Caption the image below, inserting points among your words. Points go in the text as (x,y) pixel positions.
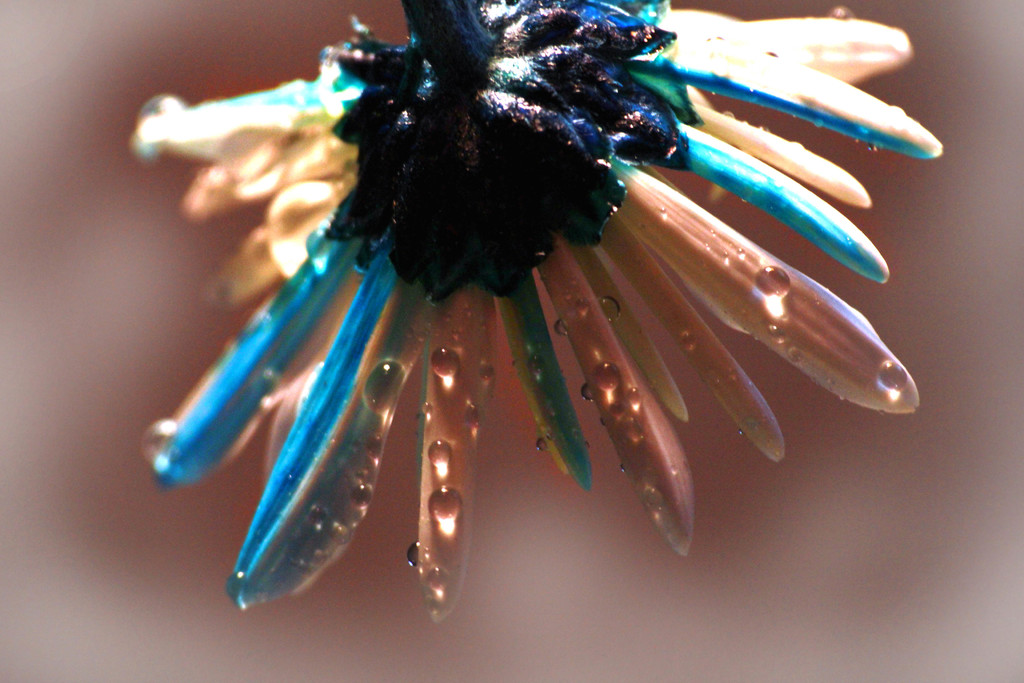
In this picture we can see a flower (780,337) with water drops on it and in the background (86,380) it is blurry.
